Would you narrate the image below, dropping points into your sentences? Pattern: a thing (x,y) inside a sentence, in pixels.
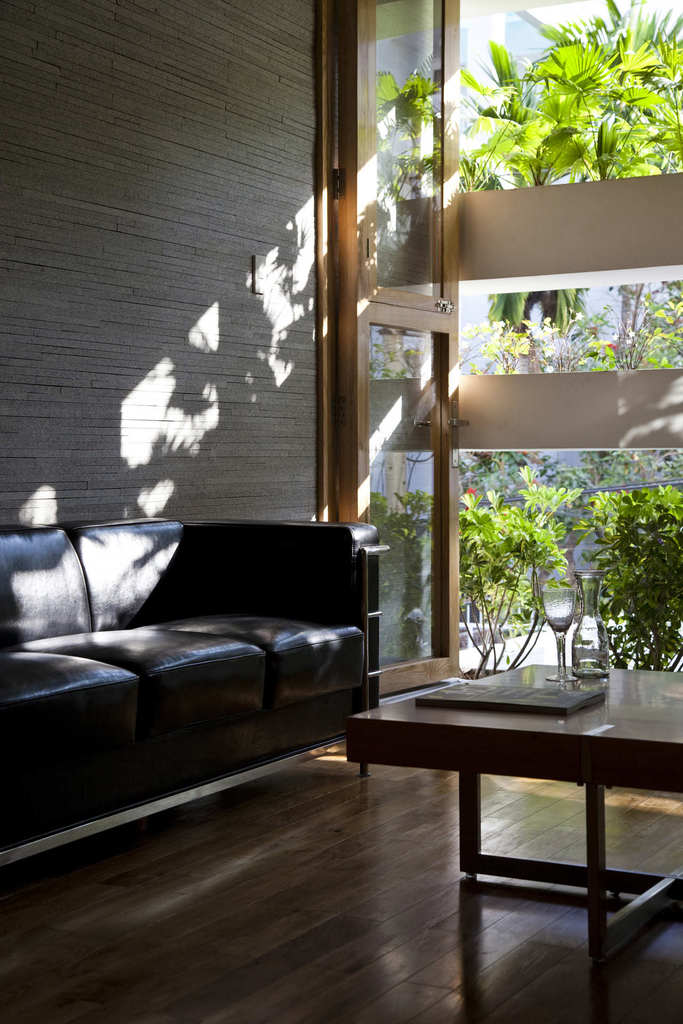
here in this picture we can see a sofa (230,699) with a table (573,730) in front of it, on the table (632,722) we can see a glass (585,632), near to the wall (312,472) there was a door (374,478), near to the door (381,497) there was plants (514,549) and there was some trees (526,142).
